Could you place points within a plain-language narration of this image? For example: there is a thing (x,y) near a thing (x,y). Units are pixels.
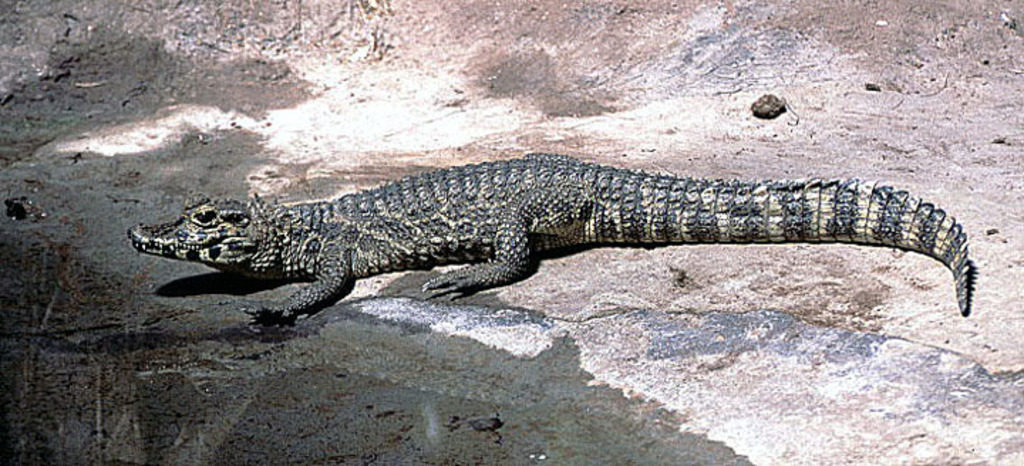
In this image we can see a crocodile (333,269) on the ground (432,91) and on the left side (39,289) we can see water (281,408).
